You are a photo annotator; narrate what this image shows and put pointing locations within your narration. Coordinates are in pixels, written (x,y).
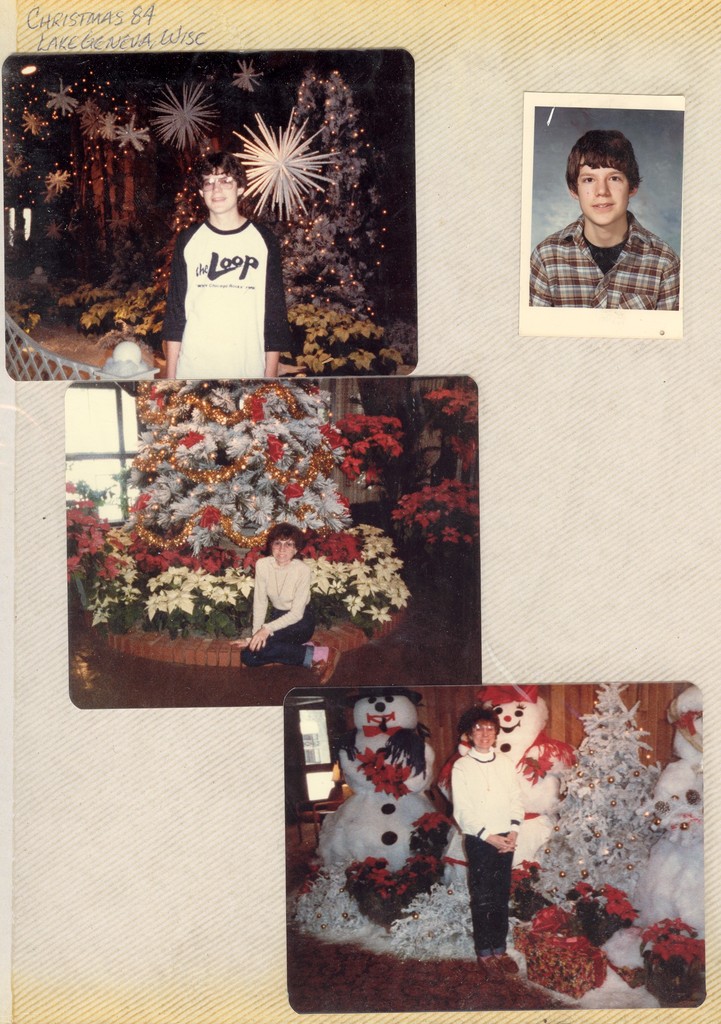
In this image there are four photographs (214,272), there is a man (591,215) in the photograph (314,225), there is a man (216,212) standing, there is a woman (490,795) standing, there is a woman (293,604) sitting, she is wearing a spectacles (289,545), the man (238,247) is wearing spectacles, there is a Christmas tree (279,503), there is a snowman (425,782), there are windows (117,494), there is a wall (579,716), there is floor (451,962), there are lights (27,66), there is text (134,25) towards the top of the image (144,41), the background of the image (539,591) is white in color.
